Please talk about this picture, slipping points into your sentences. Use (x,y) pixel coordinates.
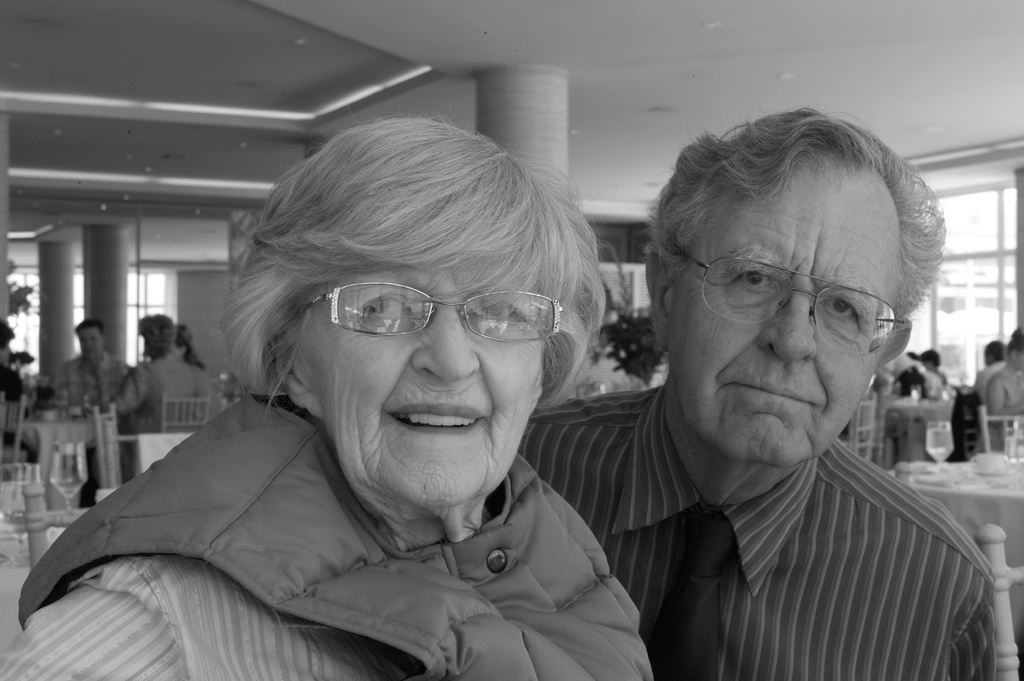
In this picture we can see an old woman (242,555) and an old man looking at someone. In the background (193,407), we see people (79,396) sitting on the chairs (114,436) near the table (67,422).
